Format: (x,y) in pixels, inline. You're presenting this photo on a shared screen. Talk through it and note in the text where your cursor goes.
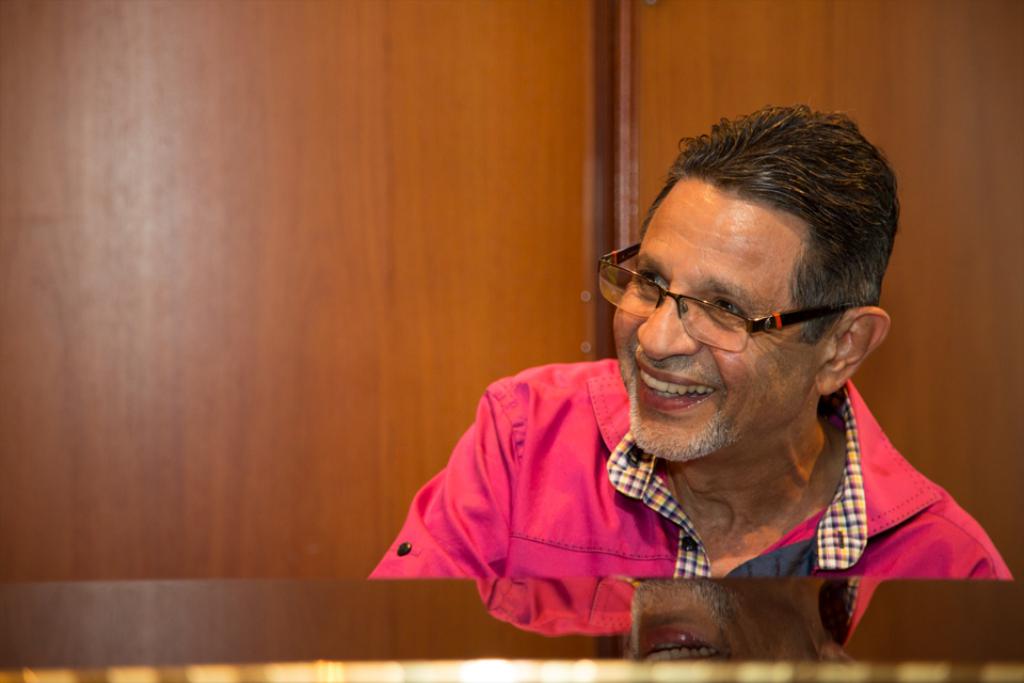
In this picture we can see a man (695,491) smiling, he wore spectacles (701,334), we can see a wooden background (346,160).
